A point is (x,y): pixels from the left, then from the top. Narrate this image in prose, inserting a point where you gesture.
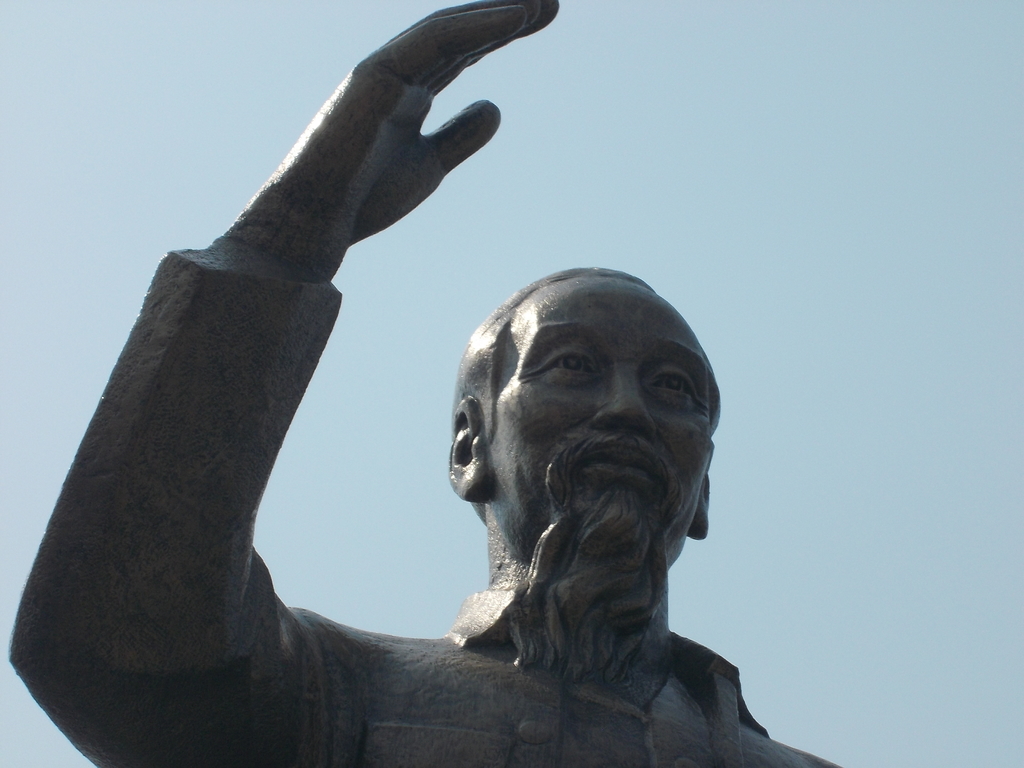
In this image I can see a black colour sculpture (381,680) of a man (619,404). I can also see blue colour in the background (96,277).
